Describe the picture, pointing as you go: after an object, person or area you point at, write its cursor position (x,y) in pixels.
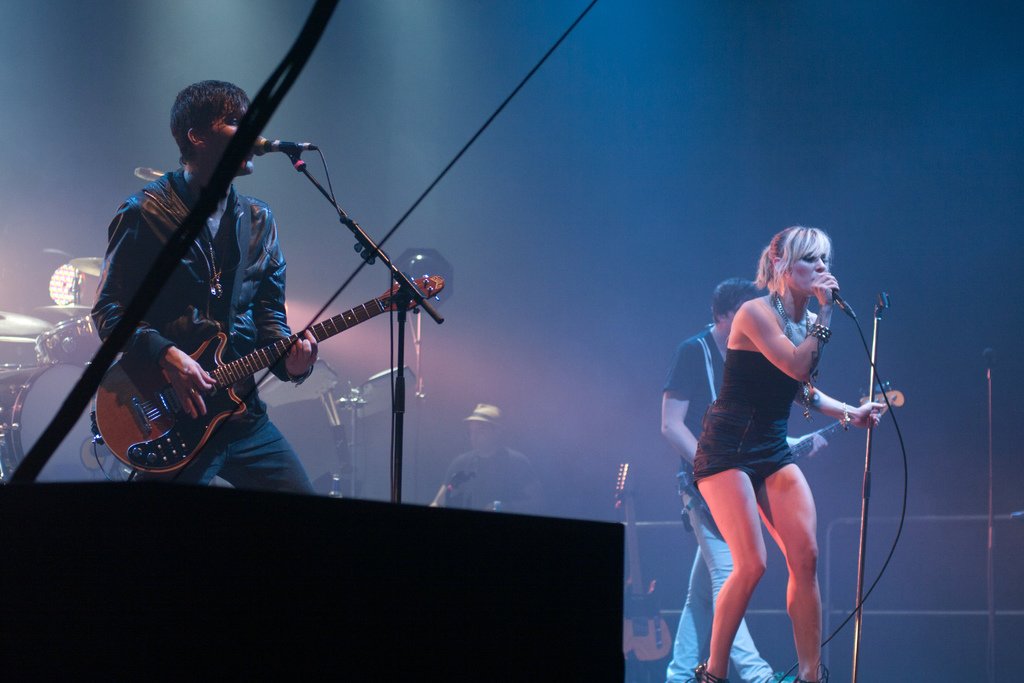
In this image I see a man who is holding a guitar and I see another who is holding a mic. I can also see that there are few people (721,330) in the background (706,337) and there is a musical instrument (384,397) over here.
